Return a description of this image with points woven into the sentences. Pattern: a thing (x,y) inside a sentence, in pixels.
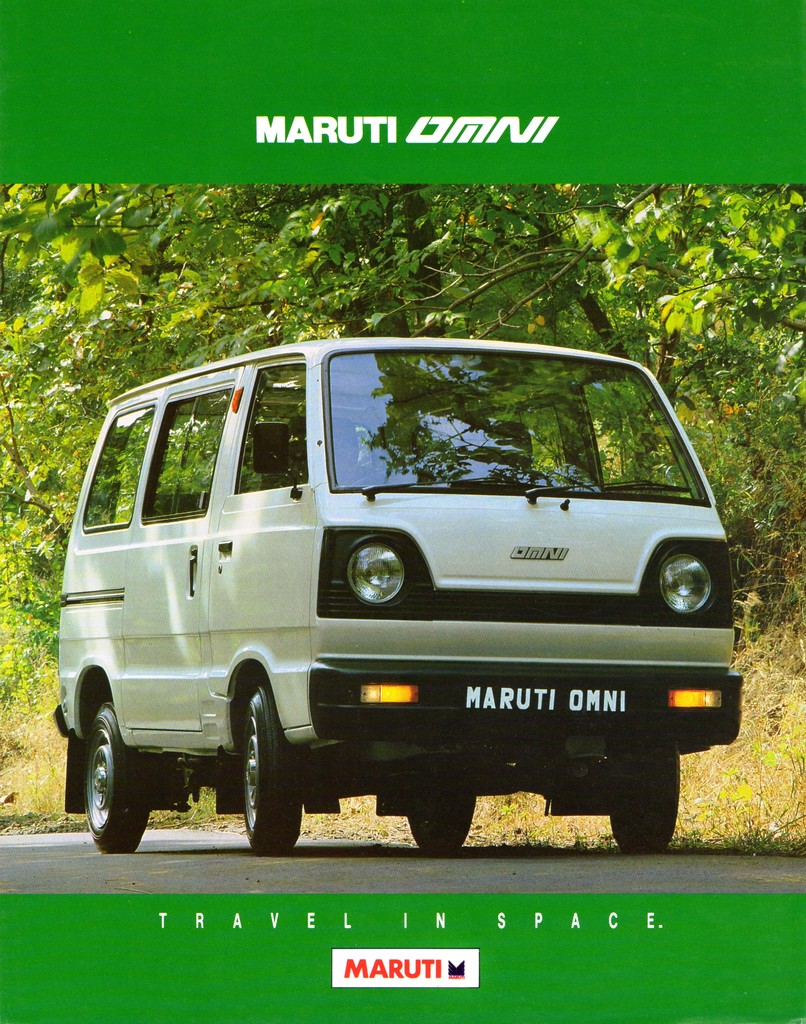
In this image there is a vehicle (343,646) on the road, behind the vehicle (390,356) there are trees (645,359) and grass (710,771). At the top (531,138) and bottom of the image (416,968) there is some text (506,924).
